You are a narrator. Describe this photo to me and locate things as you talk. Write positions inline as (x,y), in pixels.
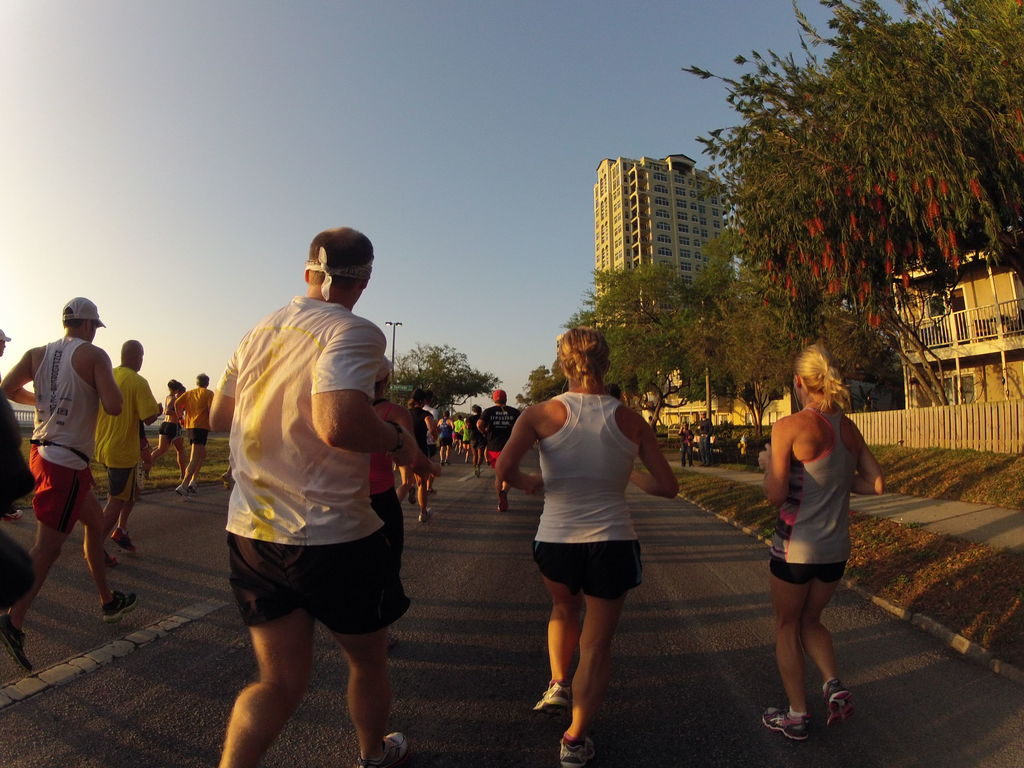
In this image, we can see a group of people (333,569) are running on the road (474,575). Background (692,279) we can see trees (890,298), grass (876,447), poles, house (940,343), building (692,266) and sky (351,219).
